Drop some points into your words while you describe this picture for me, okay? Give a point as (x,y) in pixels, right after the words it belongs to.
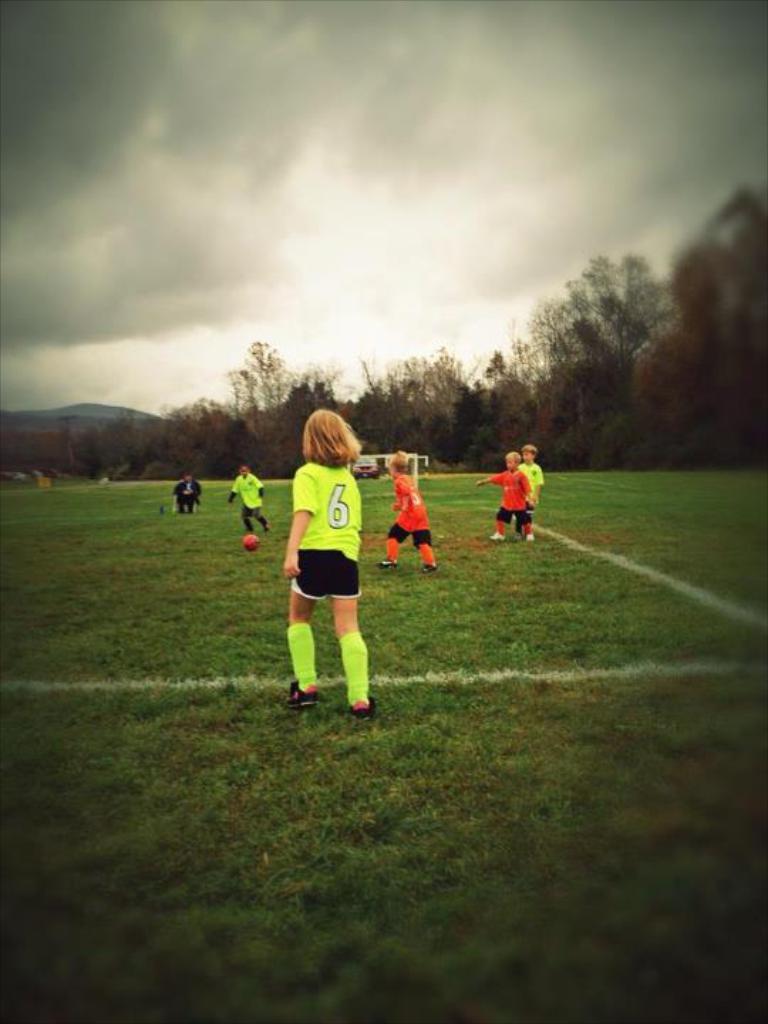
This image is clicked in a ground (598,483). There are trees (475,435) in the middle (495,424) and there is grass (301,827) in the ground (387,832). There are so many kids (296,626) who are playing. There is ball (249,544) in the middle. There is sky (310,308) in the top (456,222).
